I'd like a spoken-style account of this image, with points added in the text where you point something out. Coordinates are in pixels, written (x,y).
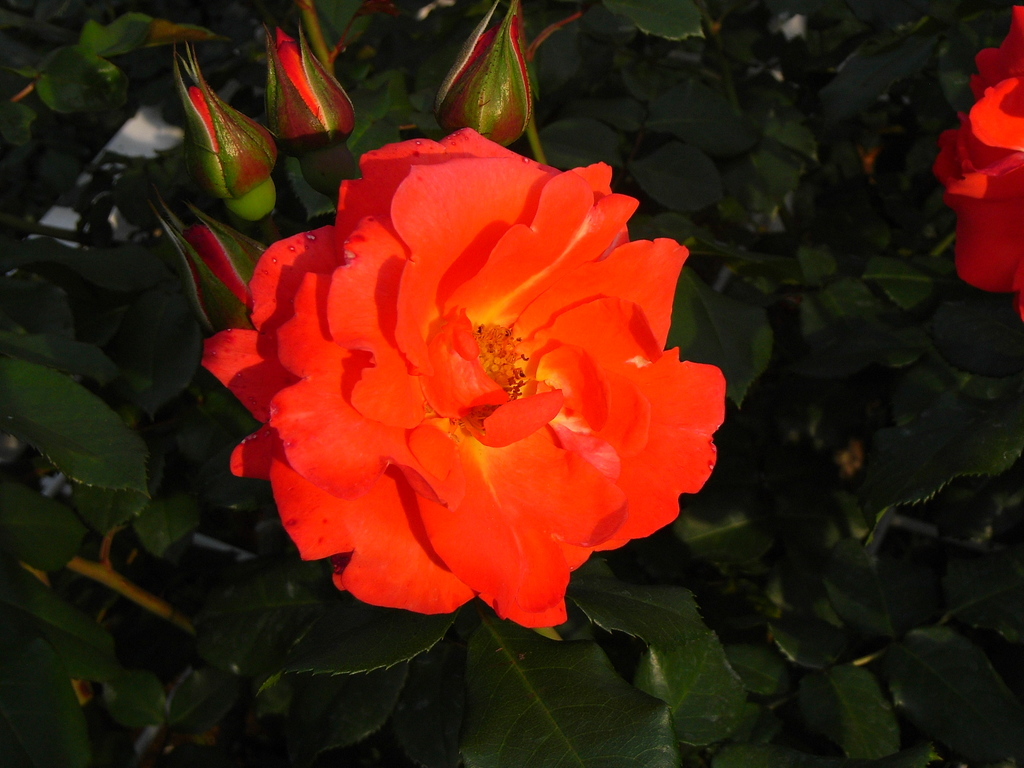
In the picture we can see a group of plants (476,699) with a rose flower (424,215) which is red in color and we can see some flower buds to the plant (688,174).
